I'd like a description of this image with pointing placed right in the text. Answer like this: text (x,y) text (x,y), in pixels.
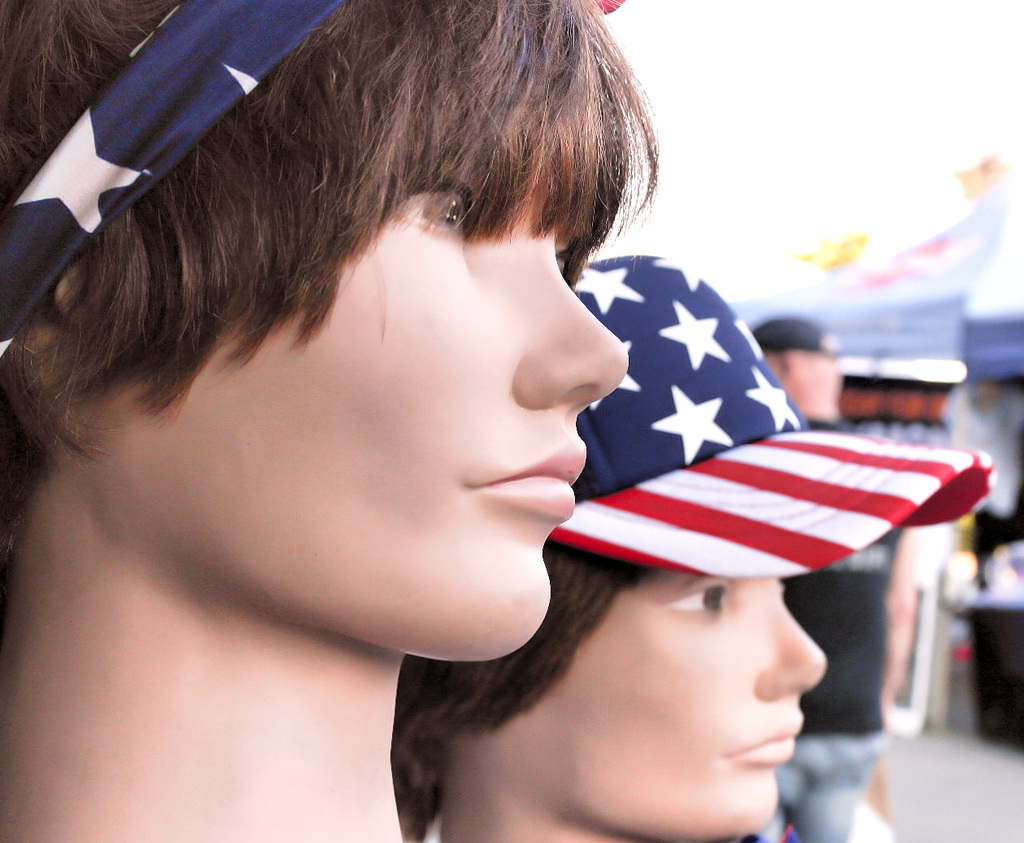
There are two mannequins (612,733) in the picture and on the back mannequin (553,582) there is a hat (600,413) and the background of the mannequins (481,395) is blur.
